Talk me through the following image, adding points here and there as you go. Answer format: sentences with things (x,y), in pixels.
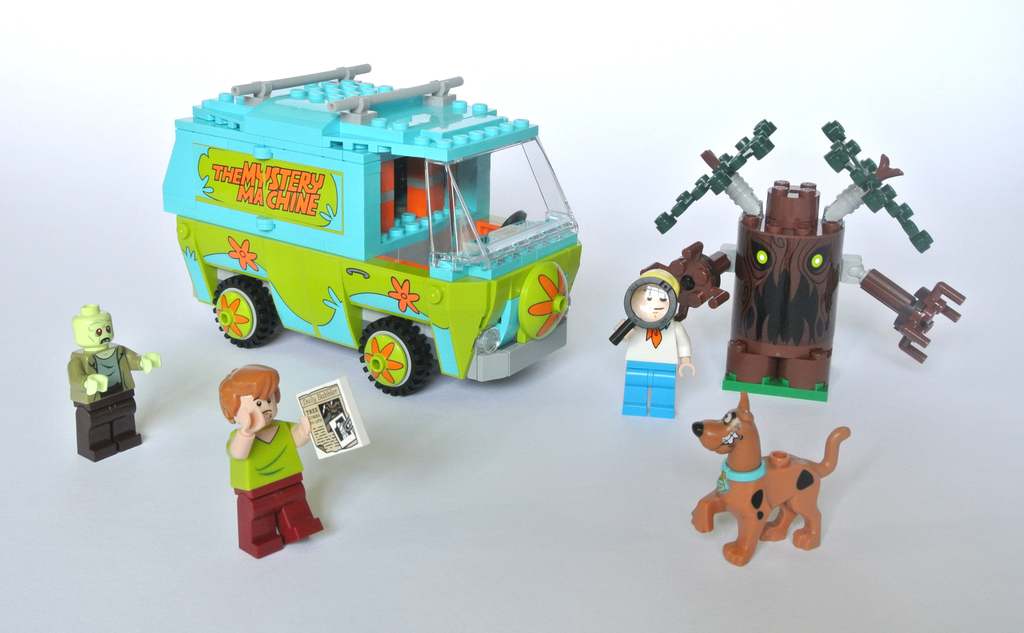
In this image I can see toys (72,356) of 3 people (641,362), a dog (774,479), robotic tree (795,255) and a vehicle (405,217). There is a white background (678,53).
